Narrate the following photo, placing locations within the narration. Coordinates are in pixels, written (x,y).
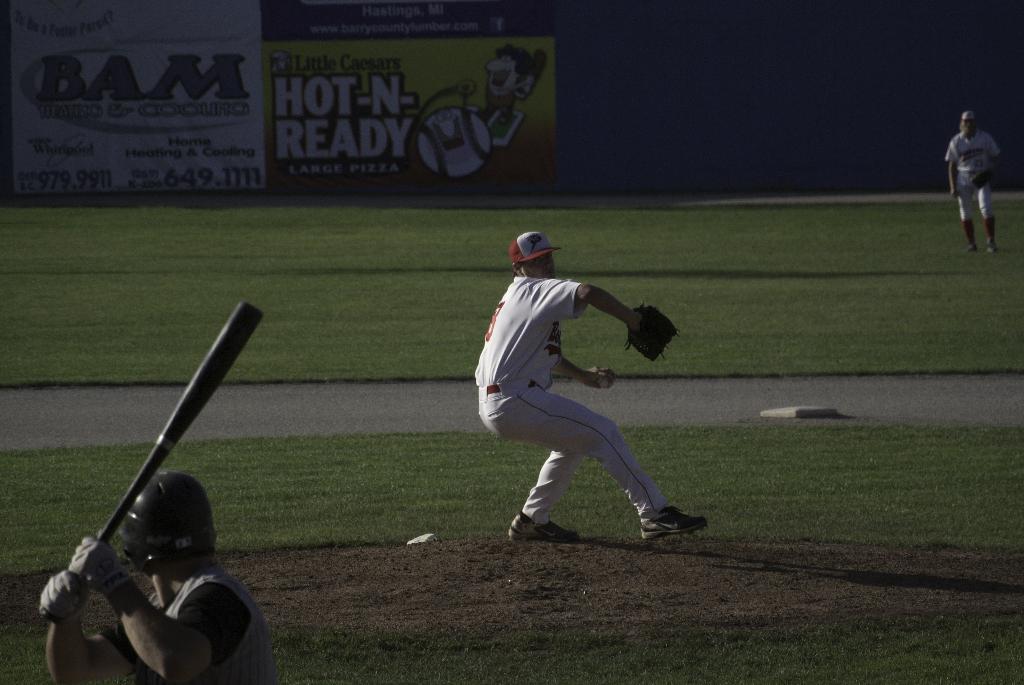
In this picture there are two people (155,607) playing a game and wore gloves (75,587), among them there is a person (153,540) holding a bat (256,319) and we can see grass (759,484) and ground (822,397). In the background of the image (972,243) there is a person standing and wore a cap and we can see hoardings (388,121).
